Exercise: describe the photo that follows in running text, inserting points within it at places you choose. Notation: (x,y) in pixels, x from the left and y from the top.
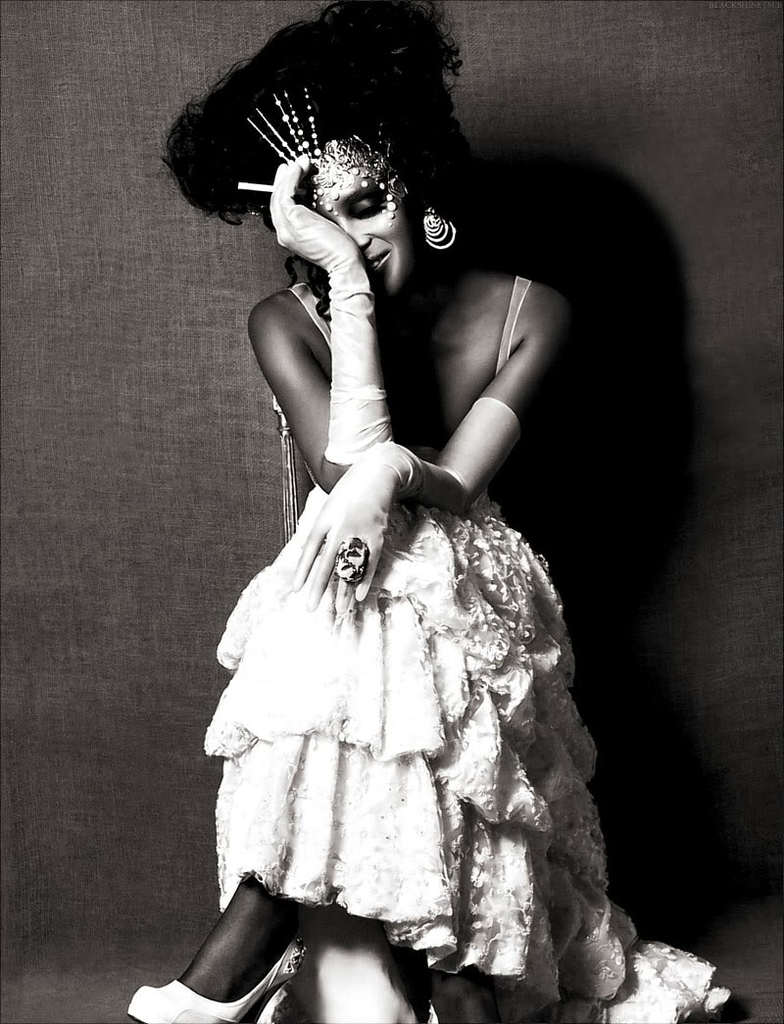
In this image we can see a lady (388,591) sitting. She is wearing gloves (347,421) and holding a cigarette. In the back (108,444) there is a wall (157,247). And this is a black and white image.
